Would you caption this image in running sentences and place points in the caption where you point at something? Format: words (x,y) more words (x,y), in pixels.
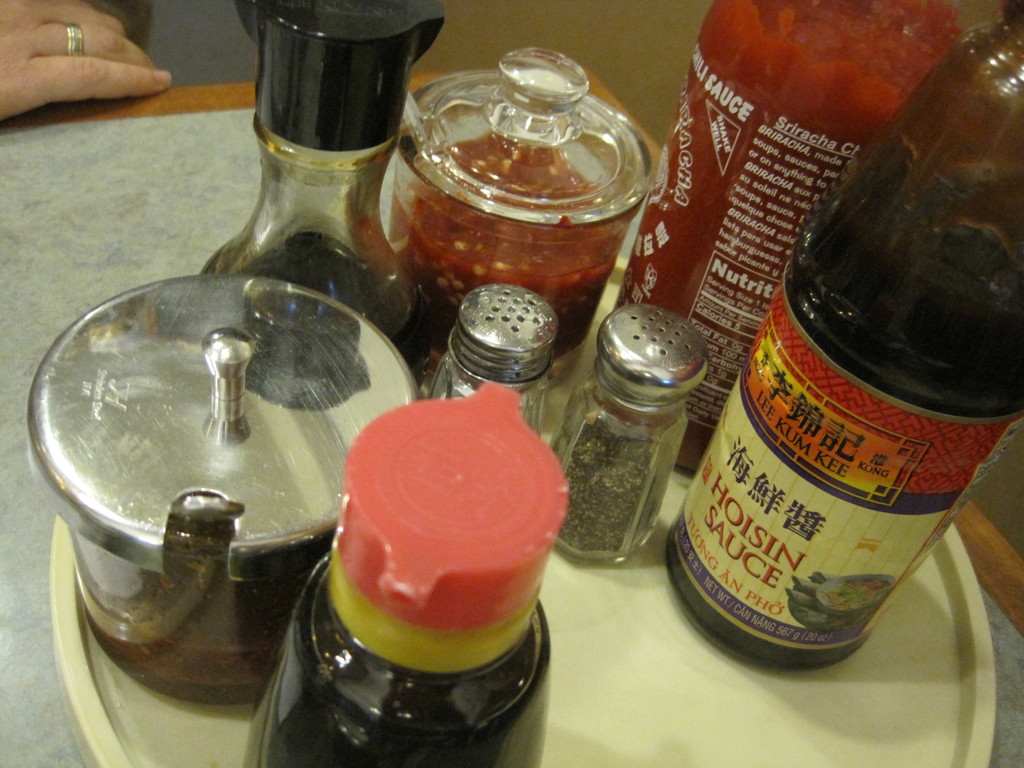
This Picture describe about the bottles (634,309) on the table (116,144), on the right hand side (880,425) big bottle of sauce (778,492) written as hoisin sauce, beside there is another tomato red sauce (713,147), beside a small pickle bottle (523,193), in front (498,328) there is salt and pepper bottle (544,353). On the table (106,174) a lady hand (90,33) wearing a ring (71,42) can be seen.
